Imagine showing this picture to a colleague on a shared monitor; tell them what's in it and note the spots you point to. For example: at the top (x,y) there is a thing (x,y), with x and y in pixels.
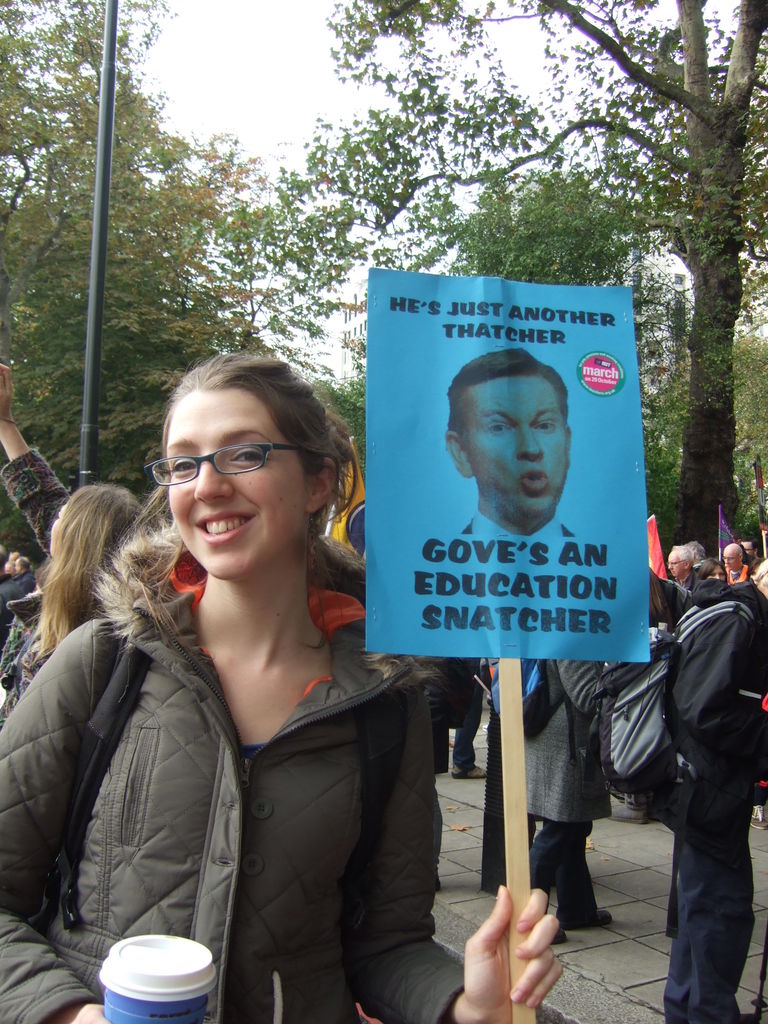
In the given image i can see a lady (340,649) holding a pamphlet (387,511) and behind her i can see a people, rod (102,219) and trees (345,186).
